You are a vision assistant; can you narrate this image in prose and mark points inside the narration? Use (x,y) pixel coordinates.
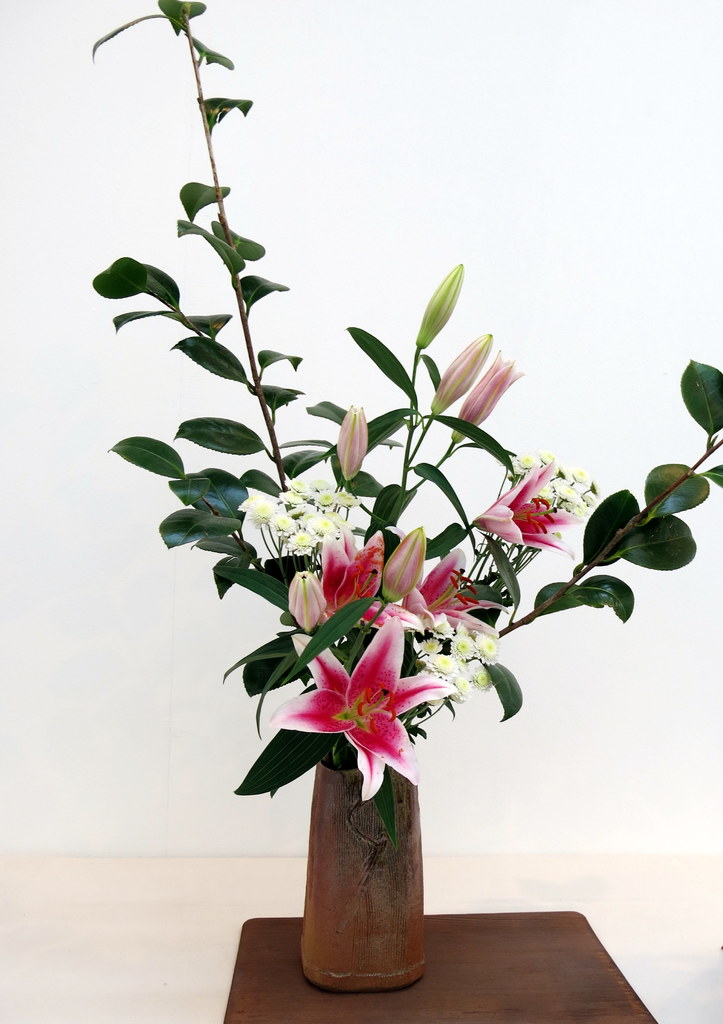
In this image we can see a flower vase (391,900) placed on the stool (461,982).
